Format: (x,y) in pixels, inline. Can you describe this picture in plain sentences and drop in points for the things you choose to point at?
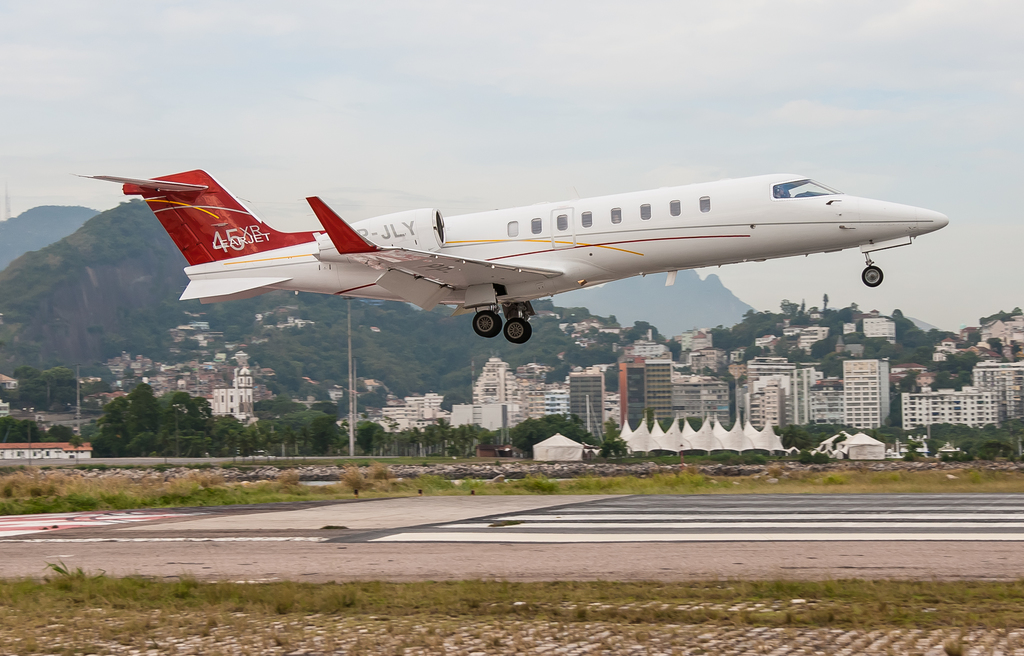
In this image there is an airplane (533,278) flying in the sky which is in the center (573,263). In the background (397,412) there are buildings (513,406), trees (267,404) and there are mountains (638,312) and the sky (875,123) is cloudy.
